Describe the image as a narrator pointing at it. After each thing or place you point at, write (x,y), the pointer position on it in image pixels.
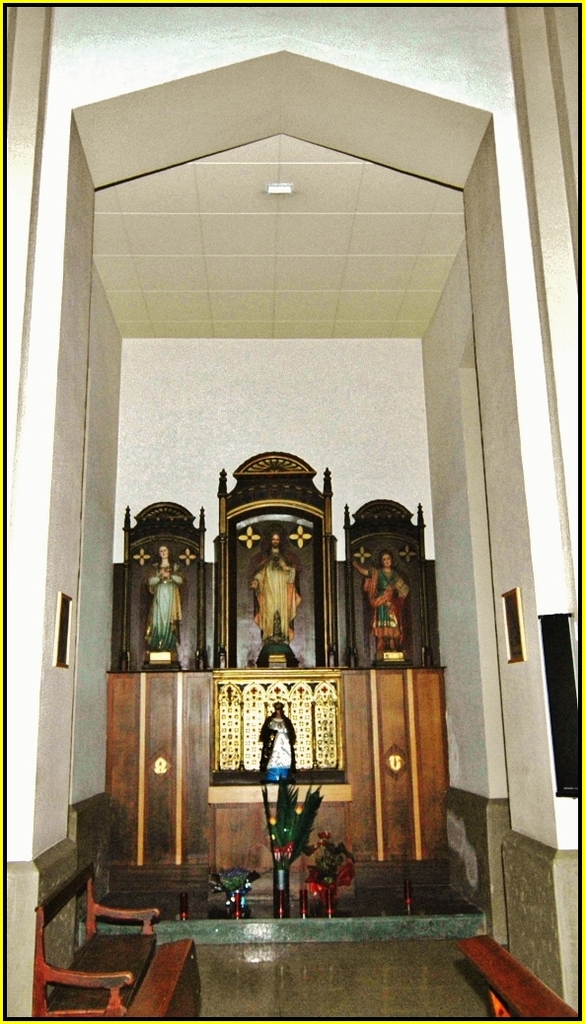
In this image there are benches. We can see the statues (272,612). There is a roof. There are walls (61,698) on the both sides. There are showpieces (324,889) at the bottom (330,891).
